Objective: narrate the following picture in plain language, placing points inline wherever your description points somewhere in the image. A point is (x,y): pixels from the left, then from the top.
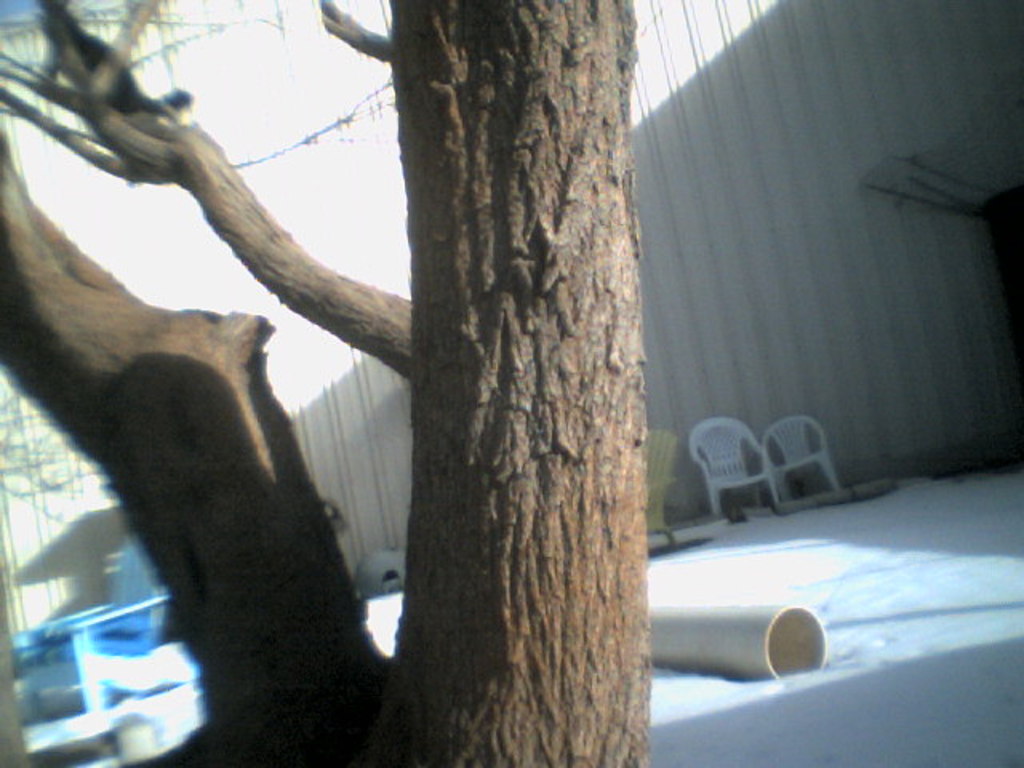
Here we can see a tree (258,742), bench (69,651), and chairs (773,480). In the background (788,481) there is a wall (863,313).
